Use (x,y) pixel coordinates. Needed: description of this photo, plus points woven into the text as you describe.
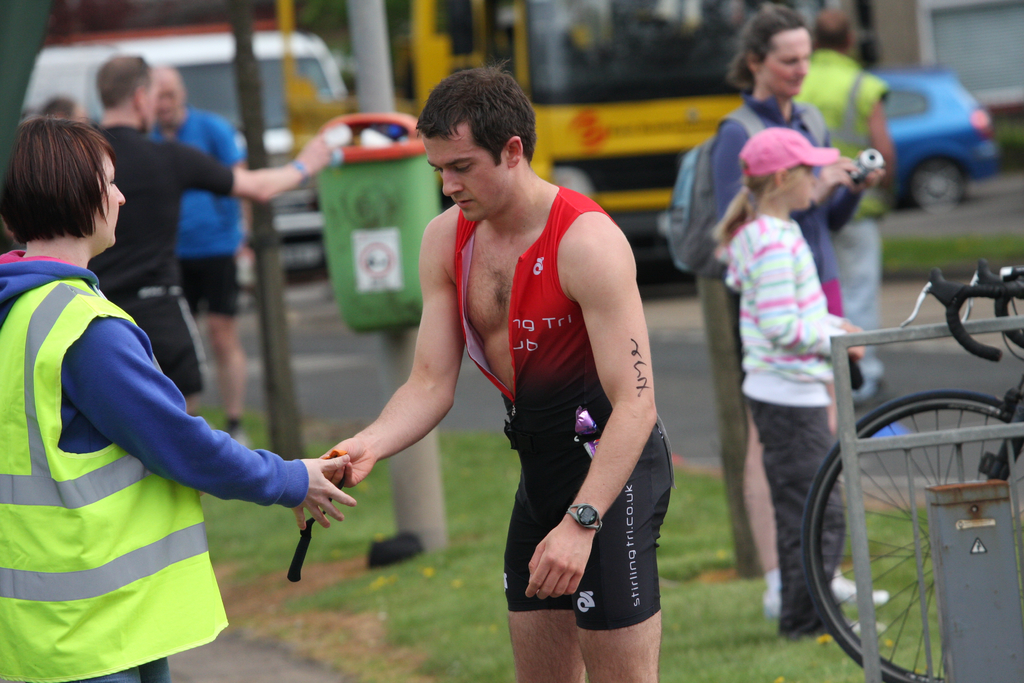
In this image I can see a person (580,388) wearing red and black colored dress (580,388) is standing and holding a black colored object (295,556) and another person (121,381) wearing blue, green and grey colored dress (104,423) is standing. In the background (360,527) I can see some grass (364,502) on the ground (364,502), a pole (404,525), a dustbin (366,214), few other persons (180,135) standing, a bicycle (865,415) and few other vehicles (665,129) on the road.
